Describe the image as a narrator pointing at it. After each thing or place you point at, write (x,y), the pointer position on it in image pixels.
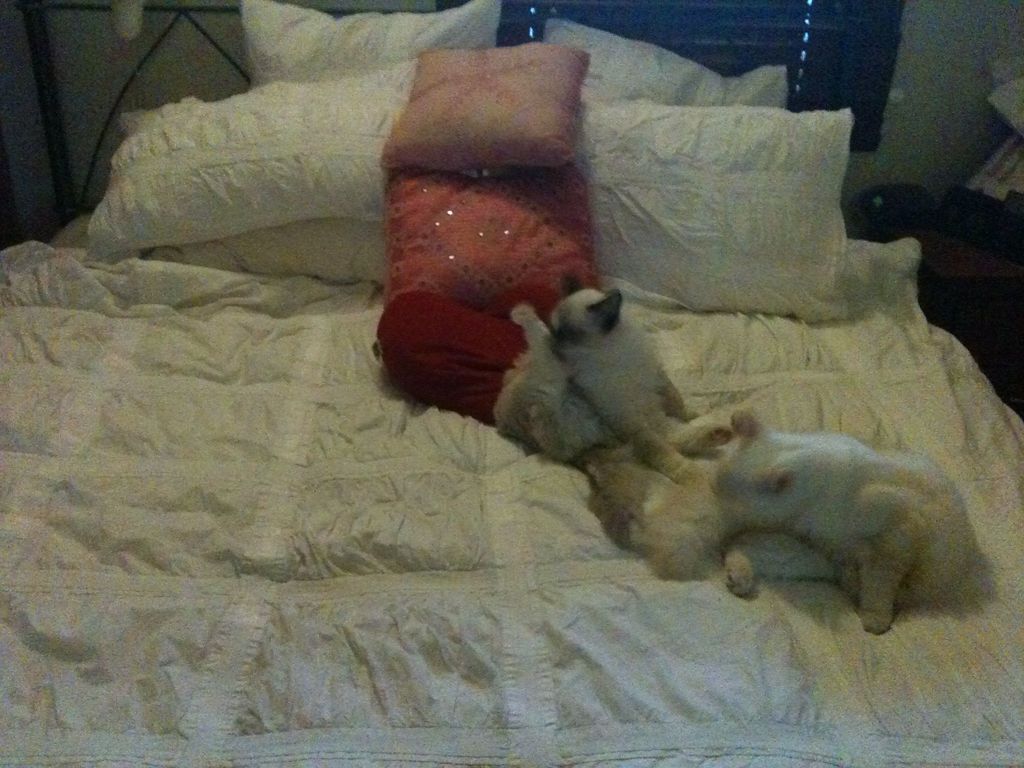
In this picture we can see animals (603,326) and pillows (373,249) on bed (245,470). In the background of the image (918,76) we can see window (757,21), wall (933,78) and objects (1019,93).
